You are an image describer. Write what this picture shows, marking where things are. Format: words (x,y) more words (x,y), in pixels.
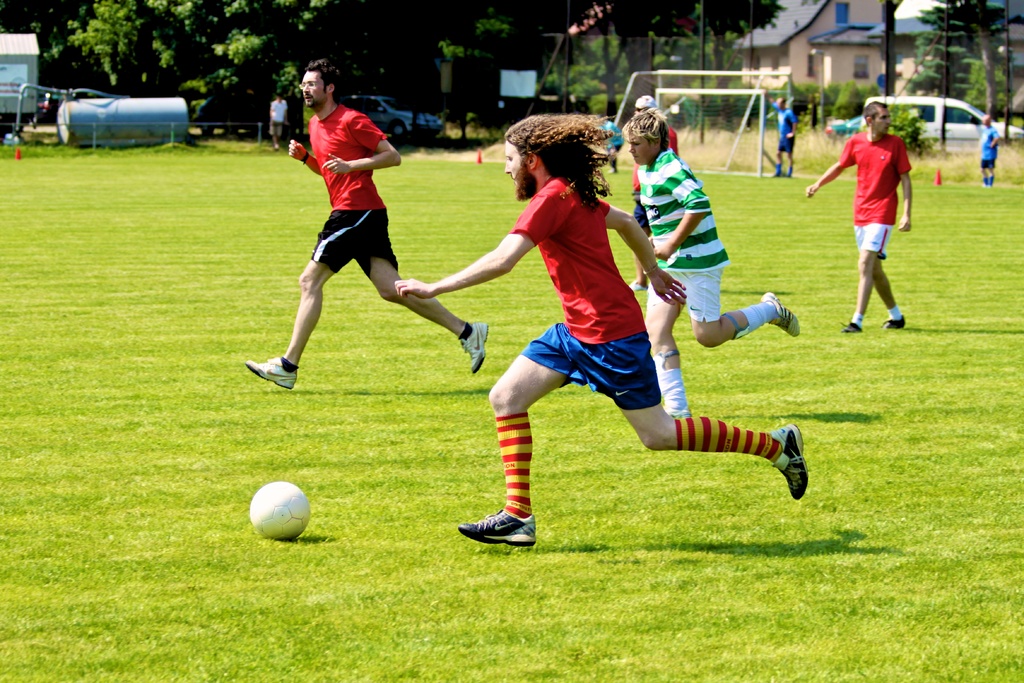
In this image, I can see three persons (621,284) running and a person (865,285) walking. There is a football (293,532) on the ground (422,519). In the background (738,92), I can see a football goal post (725,96), few people (782,128) standing, vehicles (385,109), trees (411,50) and there are buildings (808,34).
